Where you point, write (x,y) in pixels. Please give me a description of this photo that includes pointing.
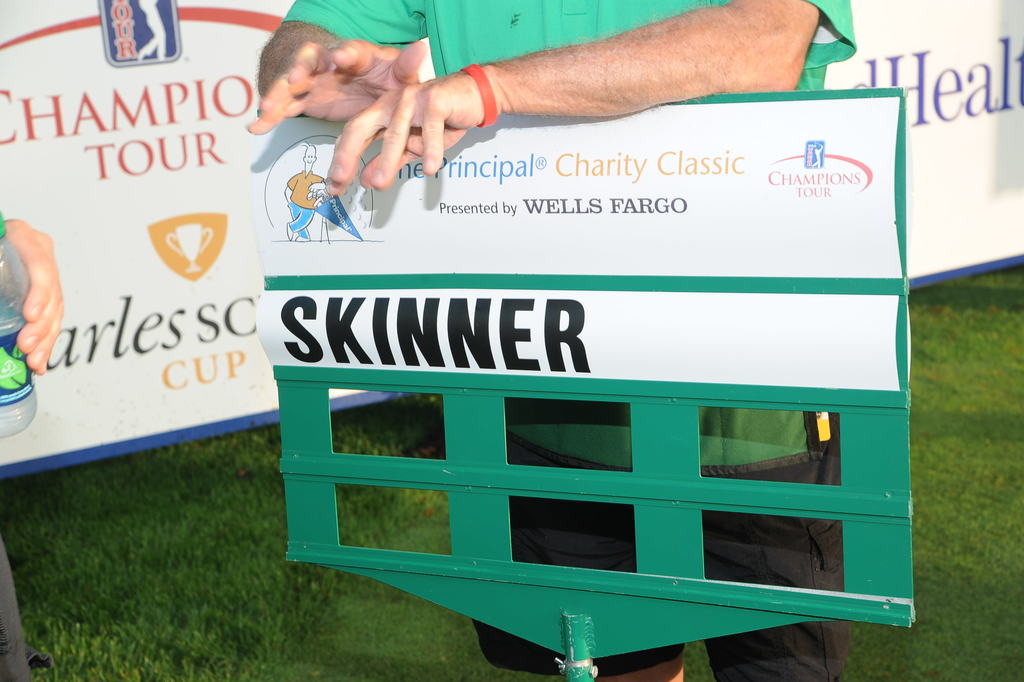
In the middle of the image (465,345) there is a green color board (866,386) with poster (278,236) on it. On the poster (423,222) there is an image (335,209) and something is written on it. Behind the board (561,125) there is a person (565,22) with red band (486,112) to the hand (340,165) is standing. Behind the person (669,39) there is a poster (120,257) with something on it. On the ground (116,469) there is grass (36,506). On the left side of the image (10,323) there is a bottle (3,309) in the hand (44,297).
